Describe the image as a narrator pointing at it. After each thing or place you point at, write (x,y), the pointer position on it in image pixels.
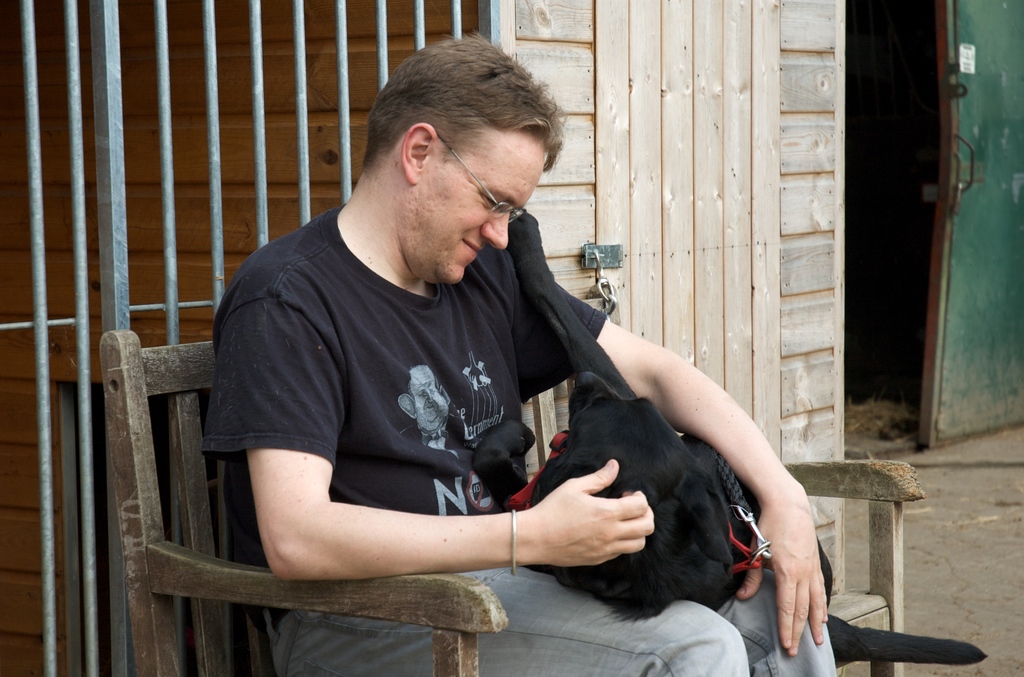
In the image there is a wooden chair (130,388), on the chair (204,555) a man (475,430) is sitting he is holding a dog (665,444) of black color, the background (110,162) is a door (165,92) with some rods (219,151), beside that there is a wooden house (760,187) there is a lock (598,275) to the door (629,210), to the right side (984,135) there is a green color door (945,101).
